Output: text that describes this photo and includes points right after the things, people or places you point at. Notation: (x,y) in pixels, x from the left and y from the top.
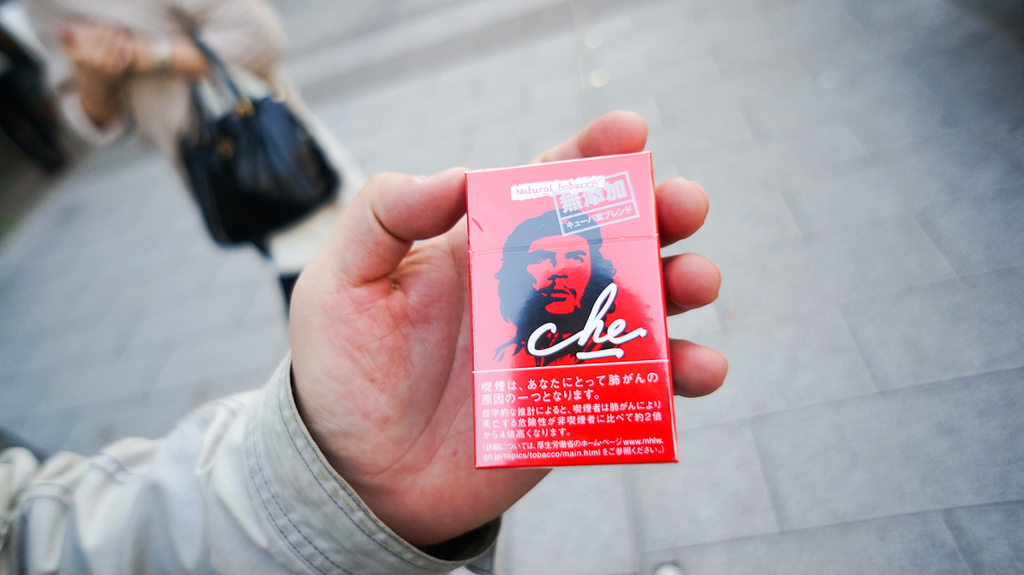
In this image there is a person (211,69) walking on the ground (94,256), the person (232,71) is truncated towards the top of the image (150,38), there is a bag (247,183), there is a person's hand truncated towards the bottom of the image (129,526), there is an object (504,305) in the person's hand (457,373), there is an object (669,574) truncated towards the bottom of the image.
